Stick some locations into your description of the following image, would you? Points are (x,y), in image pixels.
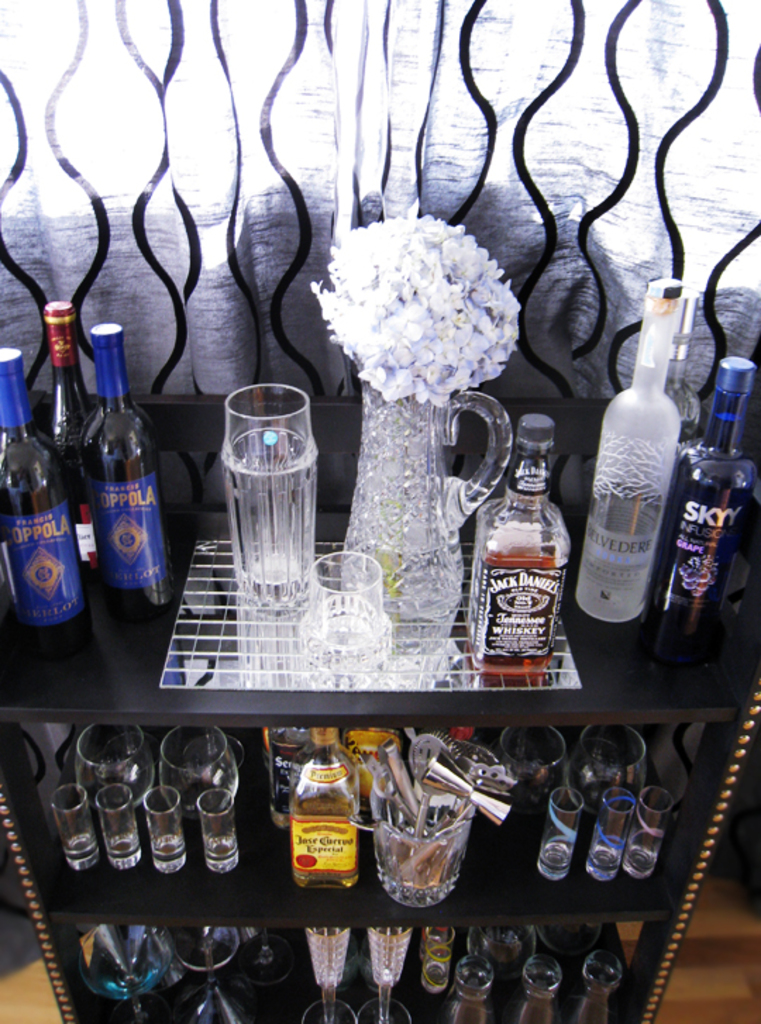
there is a table (606,625) on the table (537,718) there are many items (409,813) such as glasses (217,832) bottles (151,597) and flowers vase (368,441).
